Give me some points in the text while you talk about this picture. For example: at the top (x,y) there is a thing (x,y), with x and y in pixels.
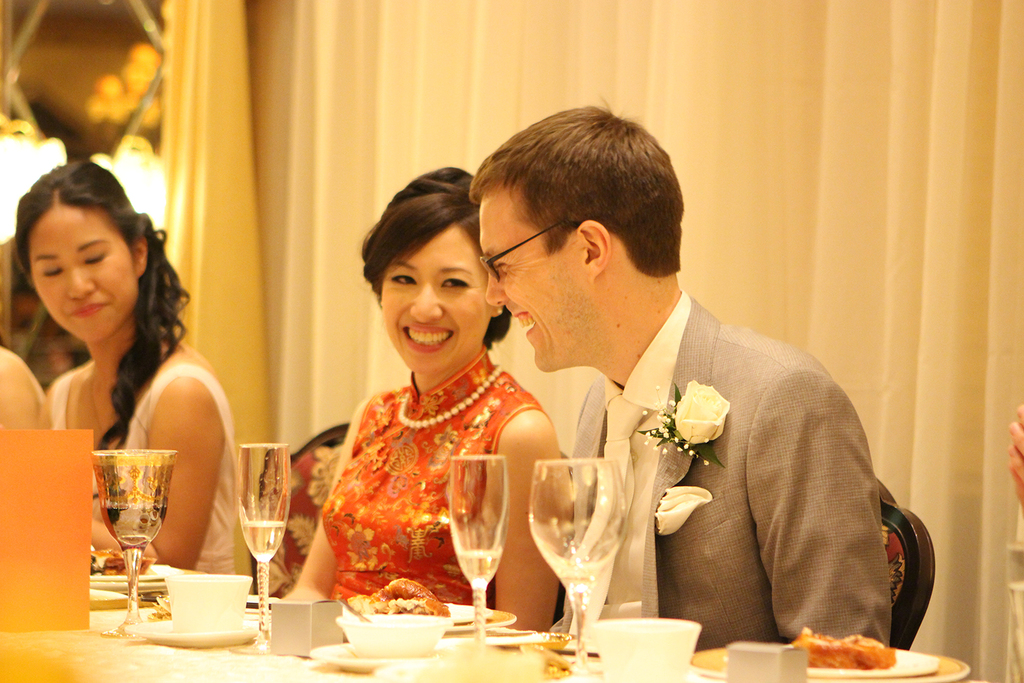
In this image I can see few persons (610,425) sitting on chairs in front of the table (364,682) and on the table (376,678) I can see few cups (398,635), few plates (210,635), few food items (403,603) in the plates (376,658), few glasses (117,638) and few other objects (301,629). In the background (870,8) I can see the cream colored curtain (701,88), few lights (24,137) and few other objects (16,77).
